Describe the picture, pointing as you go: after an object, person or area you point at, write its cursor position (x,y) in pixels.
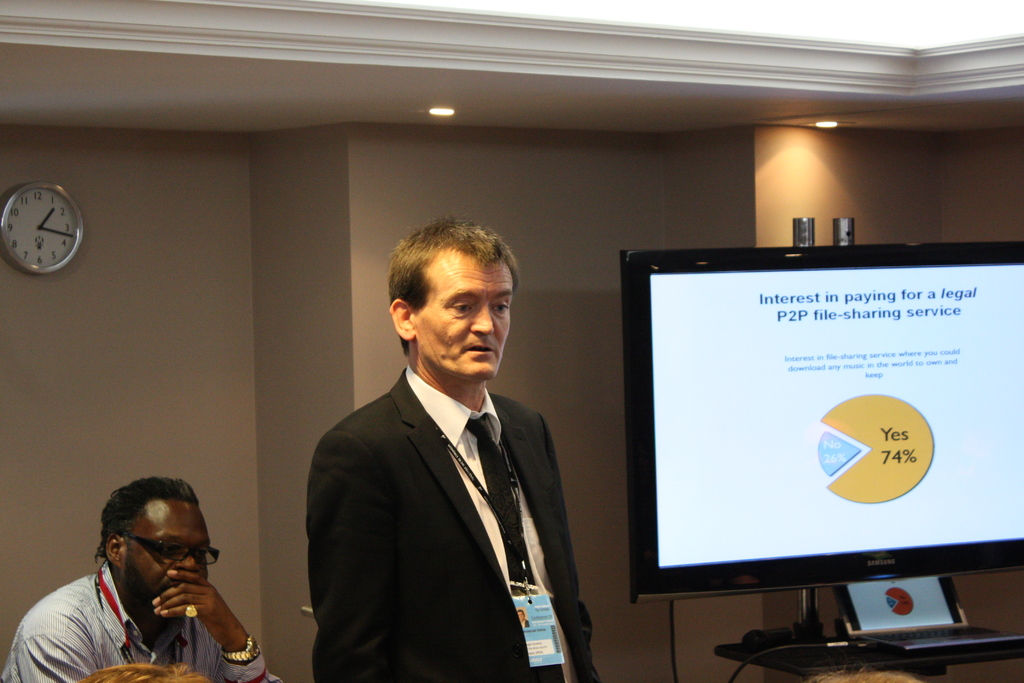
In this image, we can see some people (393,427). We can see the wall (200,206) with a clock (18,256). We can see some lights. There are a few screens (727,269) like a television (843,564) and a laptop (940,610) on the stand (819,654).
